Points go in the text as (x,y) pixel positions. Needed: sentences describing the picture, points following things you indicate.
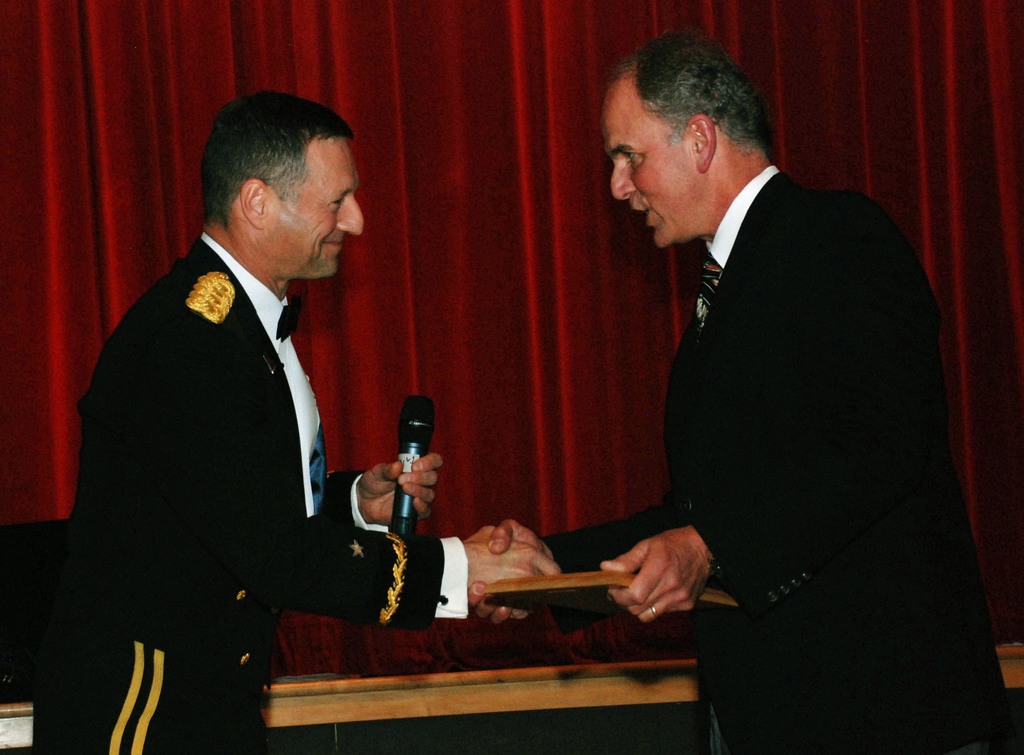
In this image, we can see two men (368,590) standing and shaking hands (532,553), one man (420,484) is holding a microphone (407,443). We can see a curtain (491,74) in the background (964,108).
